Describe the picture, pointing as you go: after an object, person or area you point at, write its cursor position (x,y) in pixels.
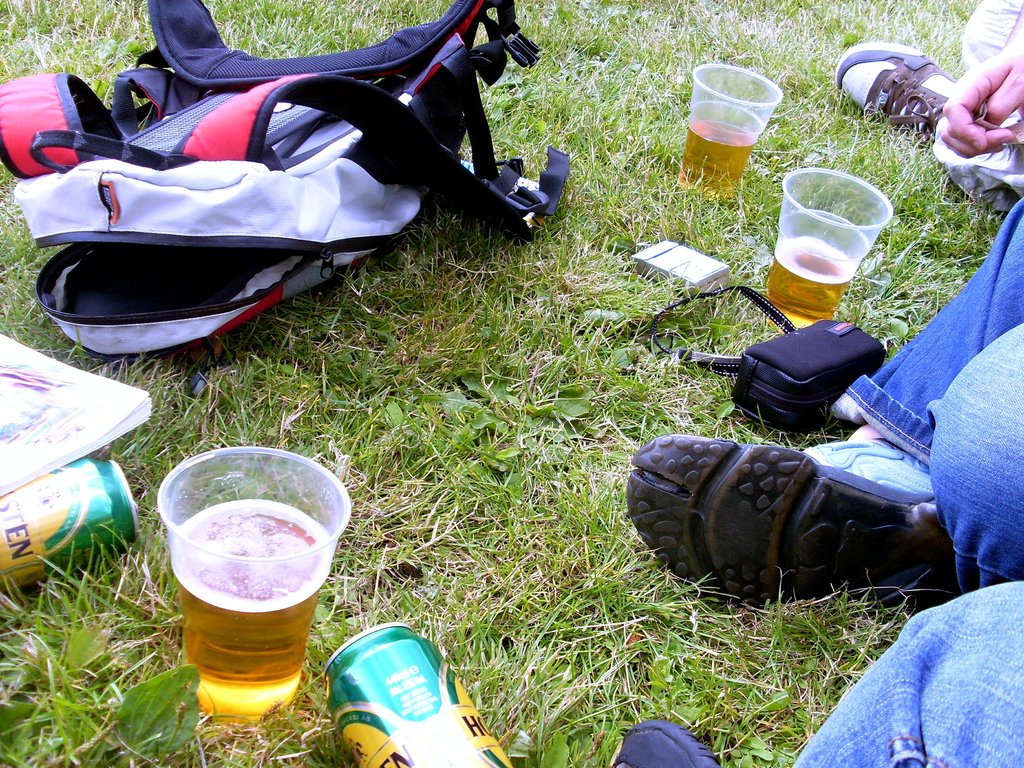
In this image I can see few glasses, a bag (369,169), a book (92,427) on the ground (361,519). I can also see a person (745,509) sitting and the person (965,478) is wearing blue color pant (907,394) and I can see the grass (505,413) in green color.
